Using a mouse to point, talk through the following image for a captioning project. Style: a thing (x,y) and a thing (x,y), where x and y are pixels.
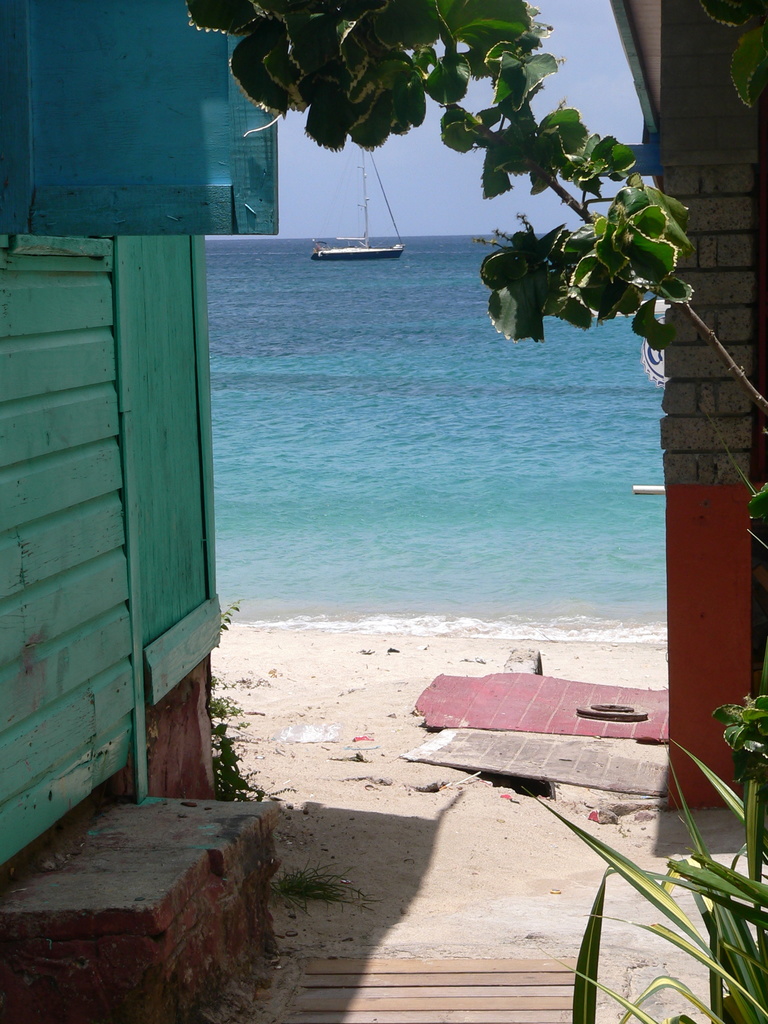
On the left side of the image (58,422) we can see a house (159,632), in the background (261,623) we can find a boat (315,250) on the water (415,477), on the right side of the image (540,297) we can find few plants (723,874).
